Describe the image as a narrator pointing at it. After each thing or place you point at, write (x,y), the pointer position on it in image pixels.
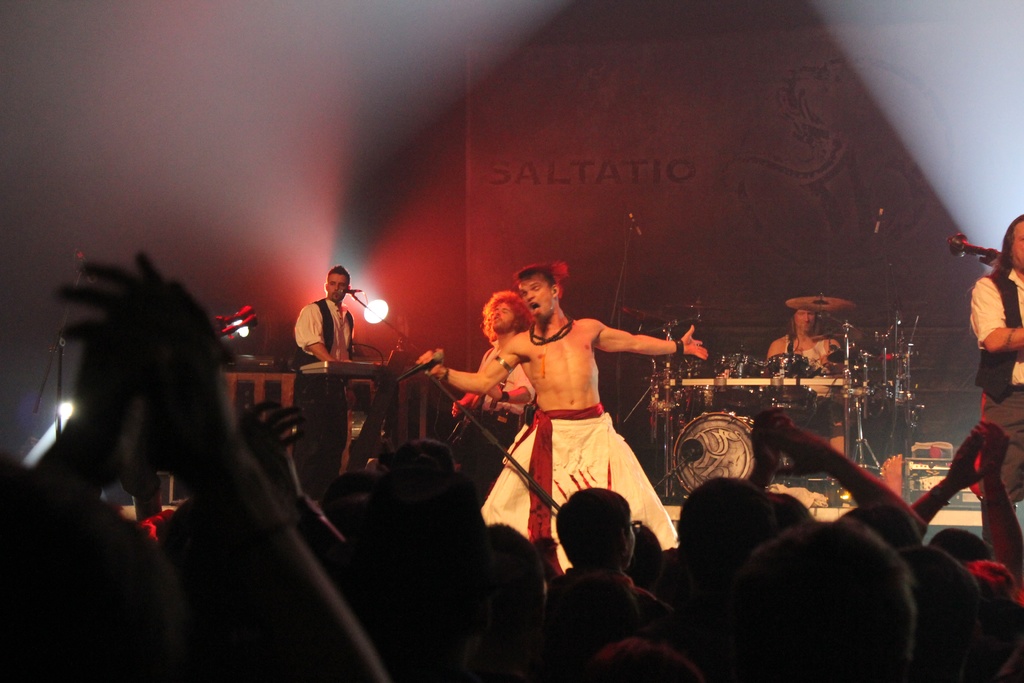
These three people (503,328) are playing musical instrument (797,357). This man (537,314) is holding a mic (437,363) and singing. Far there is a focusing light (375,316). These are audience (641,585).
